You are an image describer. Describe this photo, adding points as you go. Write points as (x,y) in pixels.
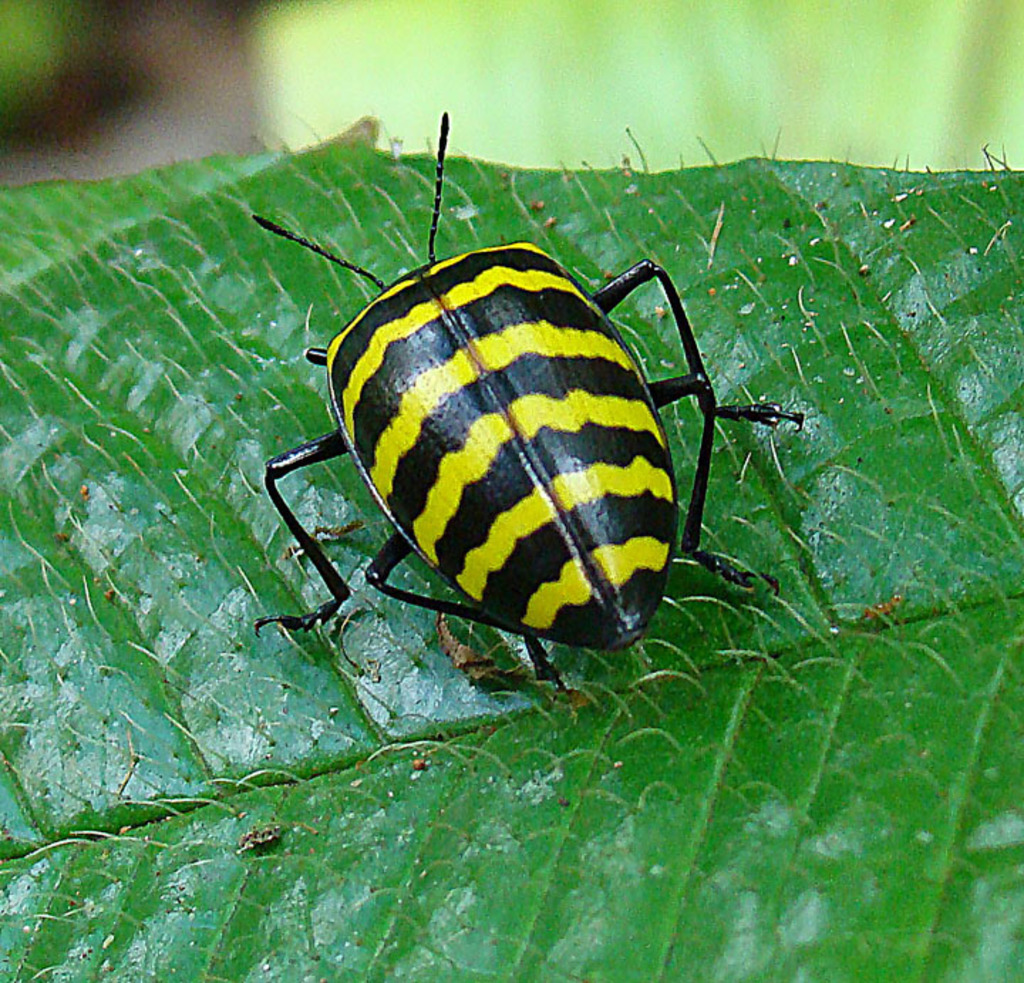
In this image I can see a green colour leaf (281,431) and on it I can see a black and yellow colour insect (555,439). I can also see this image is little bit blurry in the background (481,49).
